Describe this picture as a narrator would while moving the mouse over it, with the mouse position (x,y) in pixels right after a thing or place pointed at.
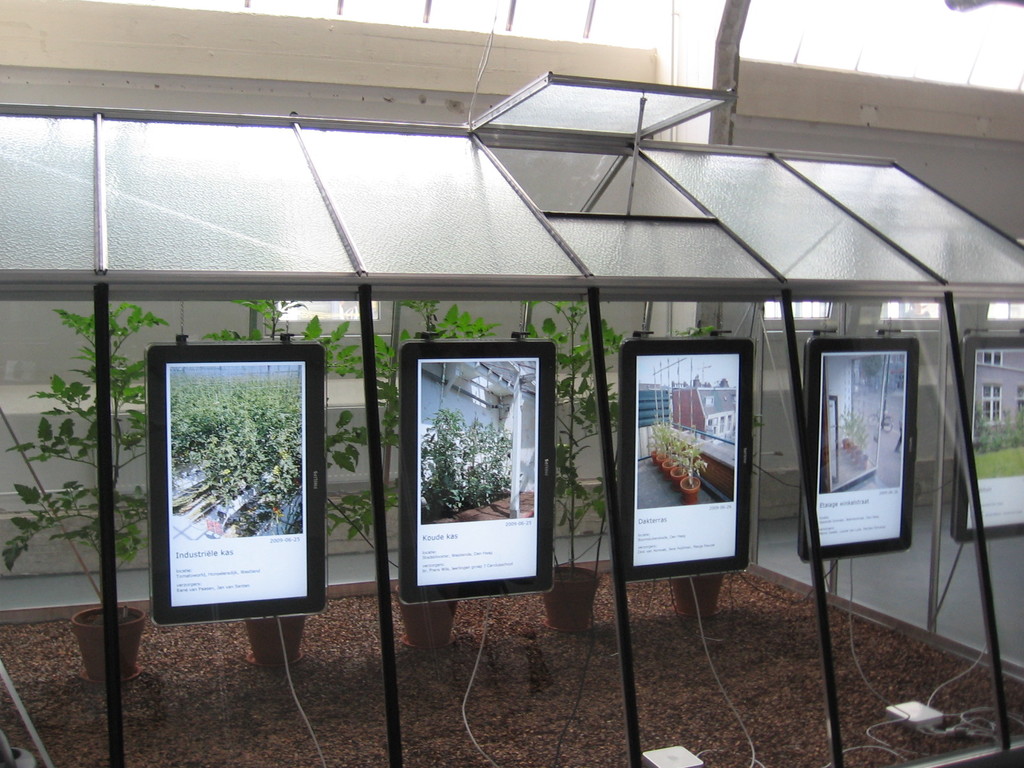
In this image we can see tablets (630,432). At the top (941,240) there is a shed (573,166) and we can see houseplants (93,423). At the bottom (760,764) there are wires (725,693). In the background (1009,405) there is a building (988,398) and grass (1003,461).
